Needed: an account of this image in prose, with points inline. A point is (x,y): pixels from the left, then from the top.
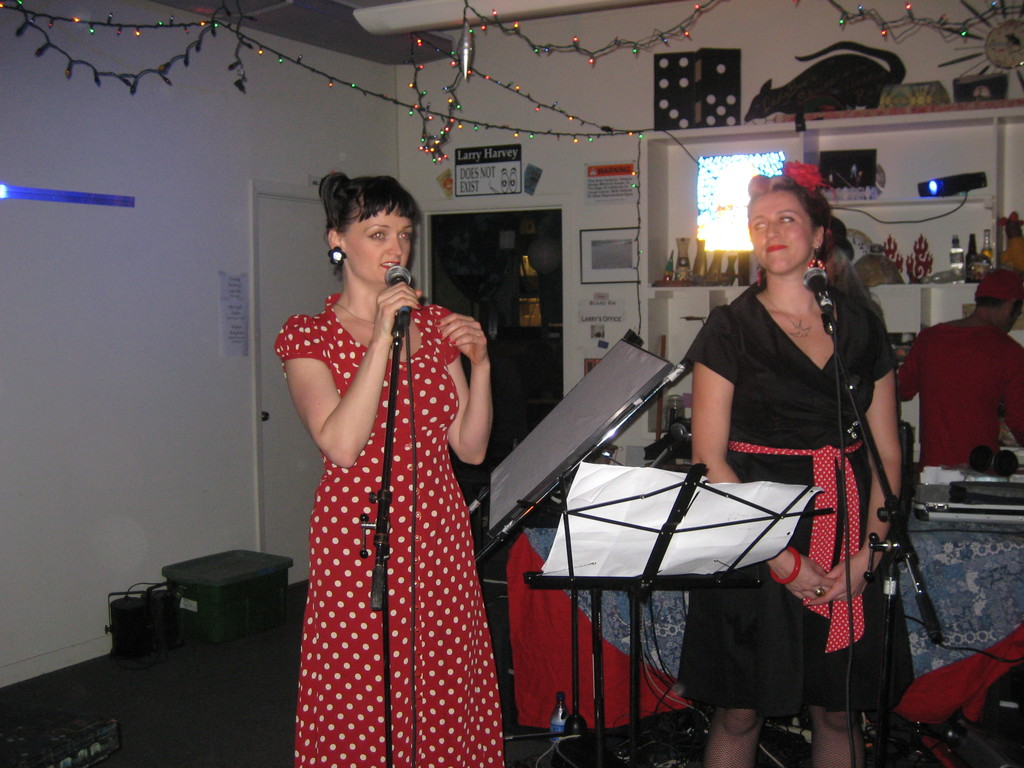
In this picture there is a woman (459,432) who is wearing red dress (412,473) She is holding a mic (408,277) and singing. Beside her we can see the board (531,451) and paper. On the right (841,500) there is another woman (876,419) who is wearing black dress (805,428). She is standing near to the mic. At the back (987,574) we can see the table (929,532), beside the table (945,525) there is a man (973,444) who is wearing red dress (968,406). He is standing near to the shelf (889,320). On the shelf (964,239) we can see bottles (968,258), stickers (921,241), projector machine (957,194) and other objects (865,273). in the background (514,253) we can see the door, frames (629,239) and other objects (600,318). In bottom left corner (218,601) we can see the black box (196,588) near to the wall (131,523). At the top (419,66) we can see the light (913,19).
